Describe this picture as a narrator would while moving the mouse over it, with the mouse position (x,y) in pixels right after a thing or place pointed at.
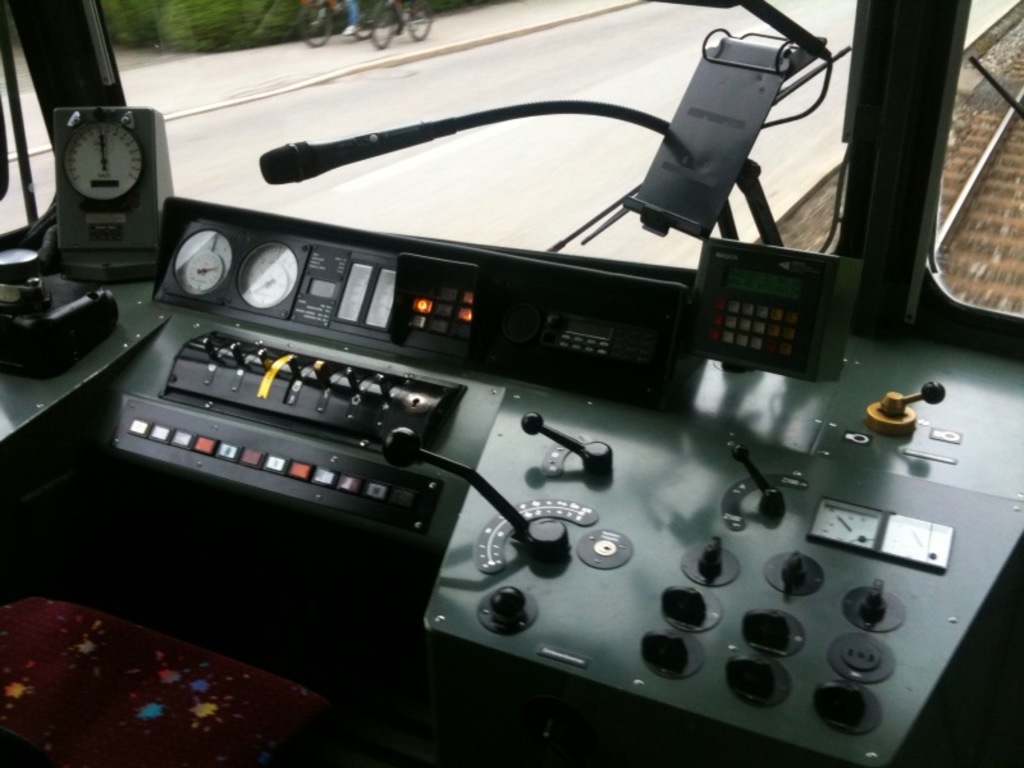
In this image we can see an inner view of a train (561,529) containing some knobs (527,602) and dials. On the top of the image (987,192) we can see the track (972,198), some plants (206,34) and two persons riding bicycles (383,45) on the pathway (396,49).
